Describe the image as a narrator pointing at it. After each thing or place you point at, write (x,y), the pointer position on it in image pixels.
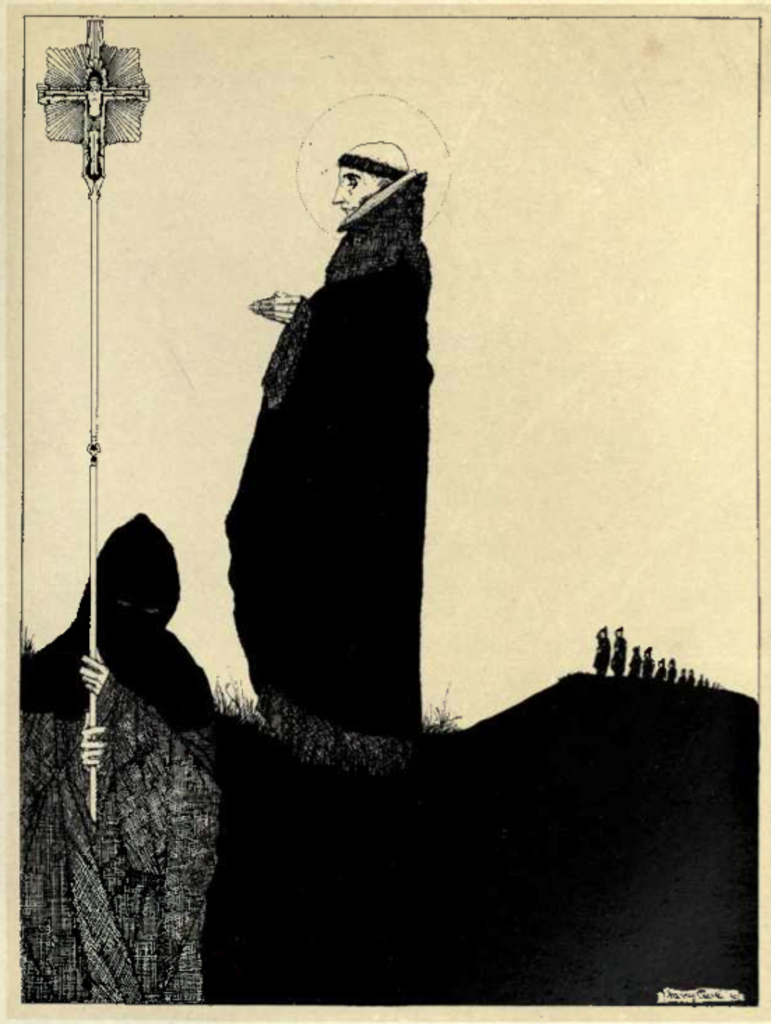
This is an illustration image where we can see pictures (391,739) of a persons (191,770) and a cross symbol (101,121) to the pole (88,182).
